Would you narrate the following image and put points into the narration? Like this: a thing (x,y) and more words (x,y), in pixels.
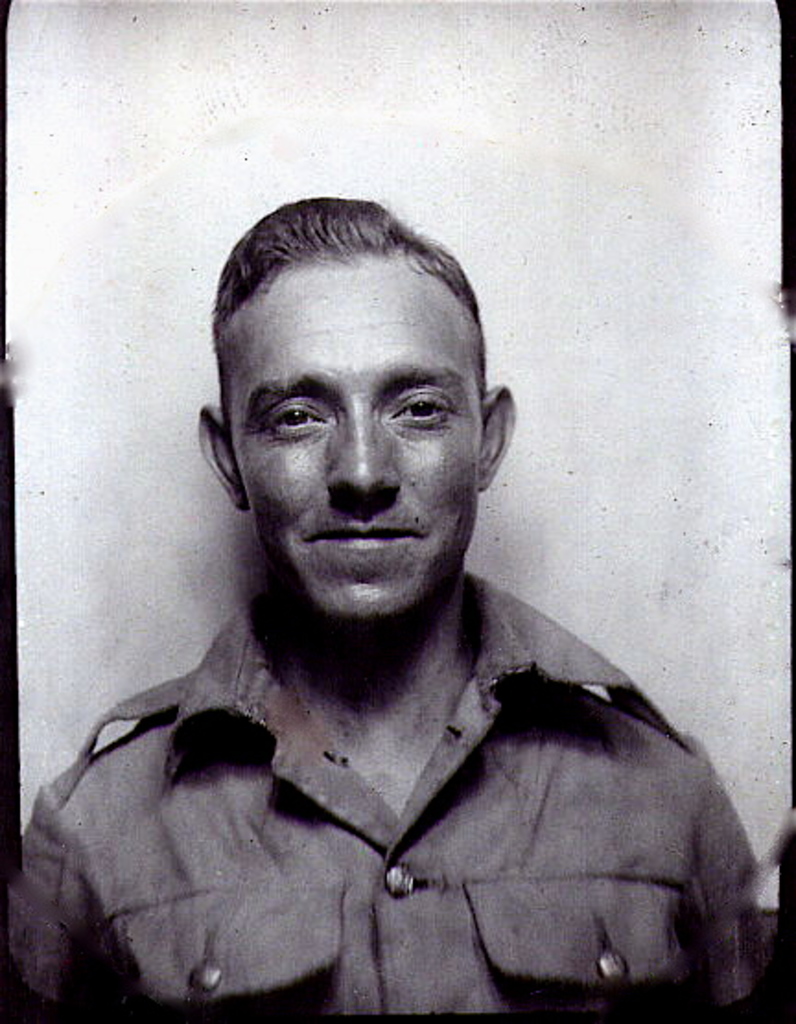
In this picture there is a black and white photography of the man (183,783) standing in the front (361,776), smiling and giving a pose. Behind there is a white background (679,406).
